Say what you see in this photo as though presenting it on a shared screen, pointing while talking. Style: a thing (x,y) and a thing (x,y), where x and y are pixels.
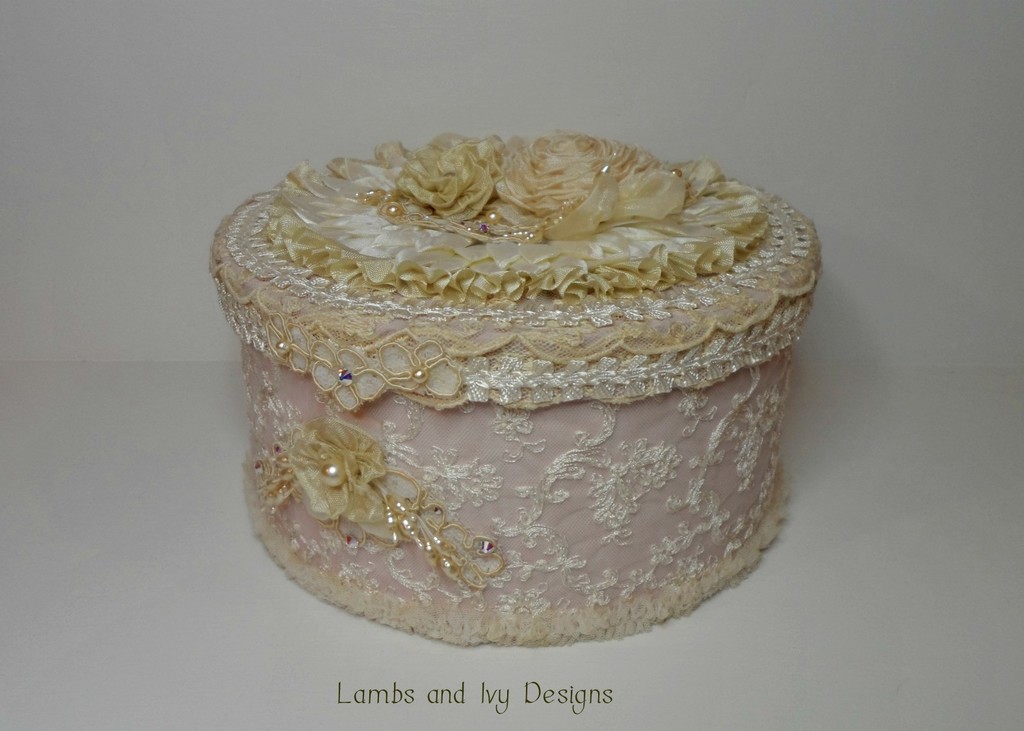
Here we can see a designed box (710,445) and there is a white background (239,637).
